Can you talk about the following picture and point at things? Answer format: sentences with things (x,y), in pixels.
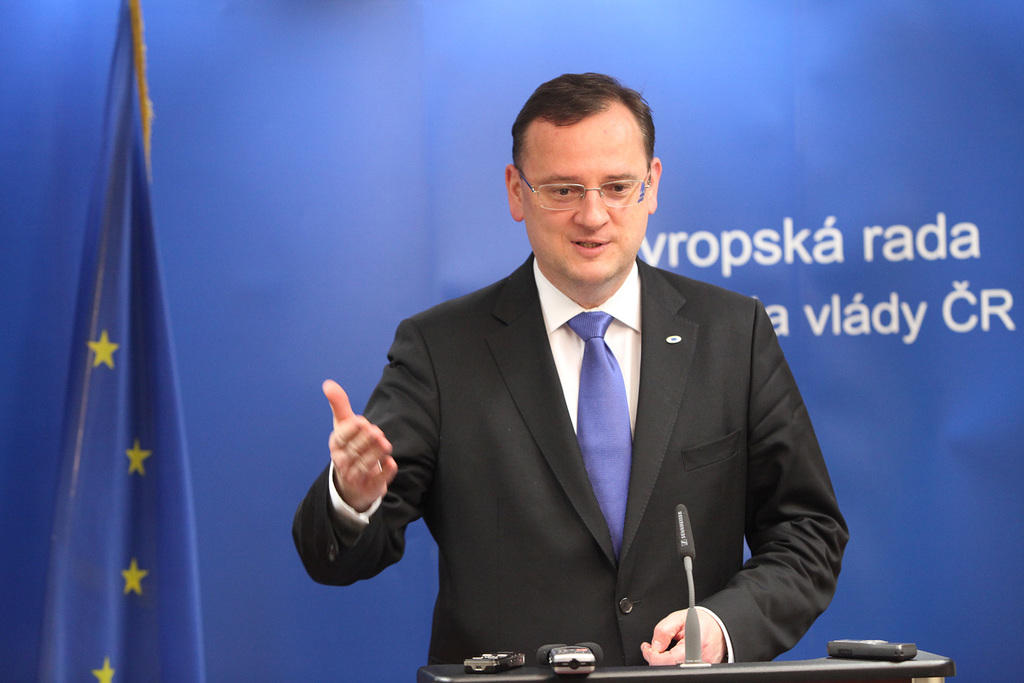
In this image, we can see a person (580,533) in a suit (641,454) is talking and wearing glasses (564,204). At the bottom (779,679), we can see black object (832,680), few objects (699,659) are placed on it. Background (371,301) there is a banner (265,253). Here we can see some text (961,256). Left side of the image (85,484), there is a flag (149,364).
